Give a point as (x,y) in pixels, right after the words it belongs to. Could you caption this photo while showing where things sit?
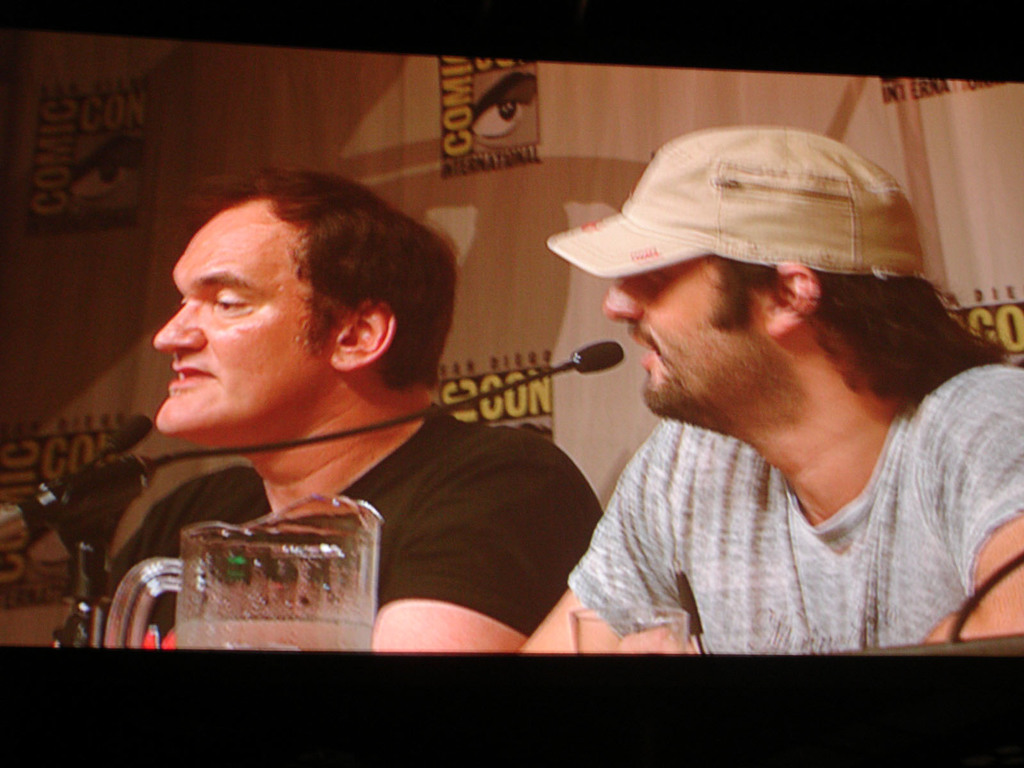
In this image I can see a huge screen (438,401) and in the screen (438,363) I can see two persons (355,336), a glass (338,537) and a microphone (1,523) in front of them. I can see the brown colored background (372,136).
